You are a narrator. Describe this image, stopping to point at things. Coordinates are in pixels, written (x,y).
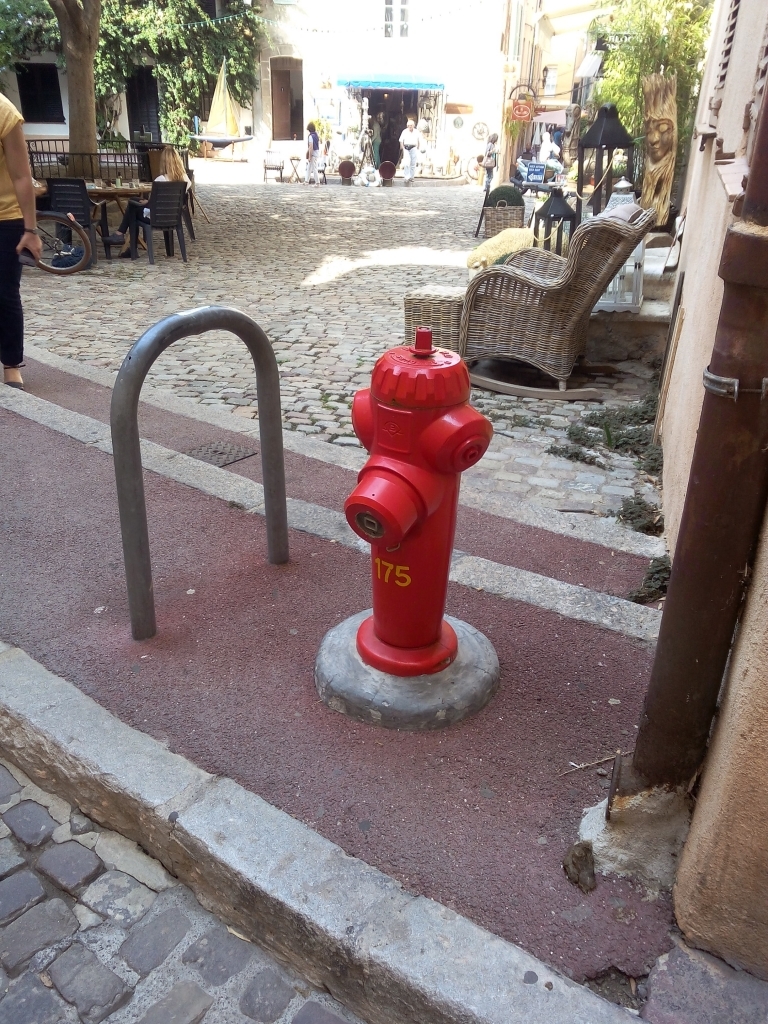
In this image there is a fire hydrant (398,533) in the middle (396,656). In the background (332,69) there is a building (313,18), Beside the building (382,30) there are trees (628,49). On the left side (18,214) there is a person (14,202) standing on the floor (31,378). Behind him there is a table (97,192) and there are chairs (85,208) around it. On the right side (539,251) there is a chair (519,279) on the floor (434,279). On the right side (689,523) there is a pole (711,541).
